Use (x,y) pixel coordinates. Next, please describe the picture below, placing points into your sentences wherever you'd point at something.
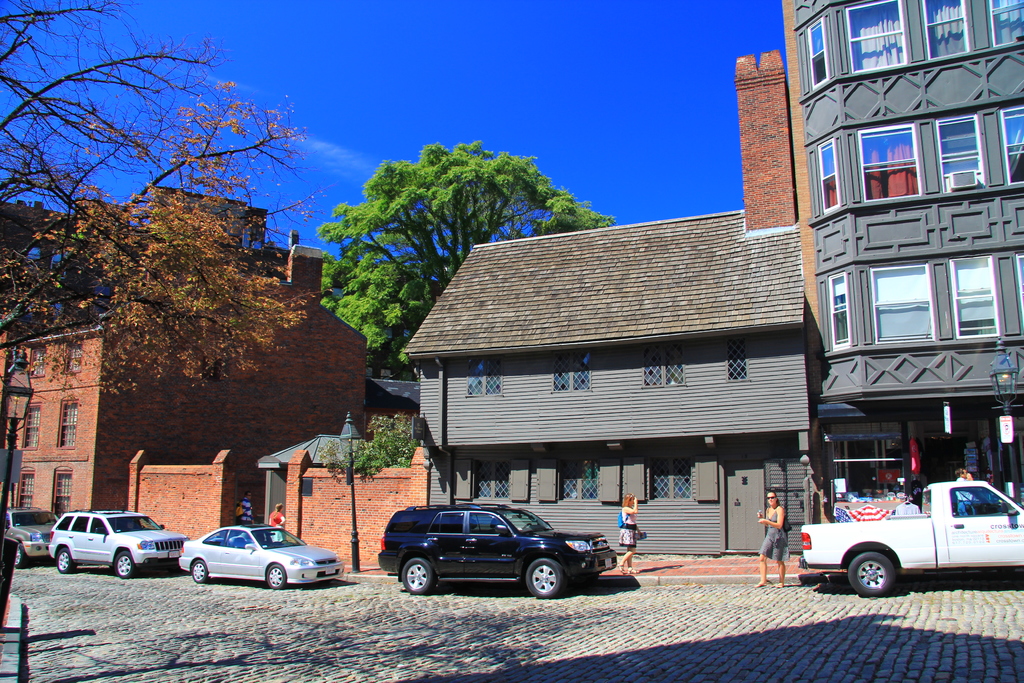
There are vehicles (542,565) on the road (685,606). Here we can see few persons (286,527). There are trees (243,319), houses (409,380), poles (1006,474), boards (1007,432), and a building (964,321). In the background (647,115) there is sky (593,140).
